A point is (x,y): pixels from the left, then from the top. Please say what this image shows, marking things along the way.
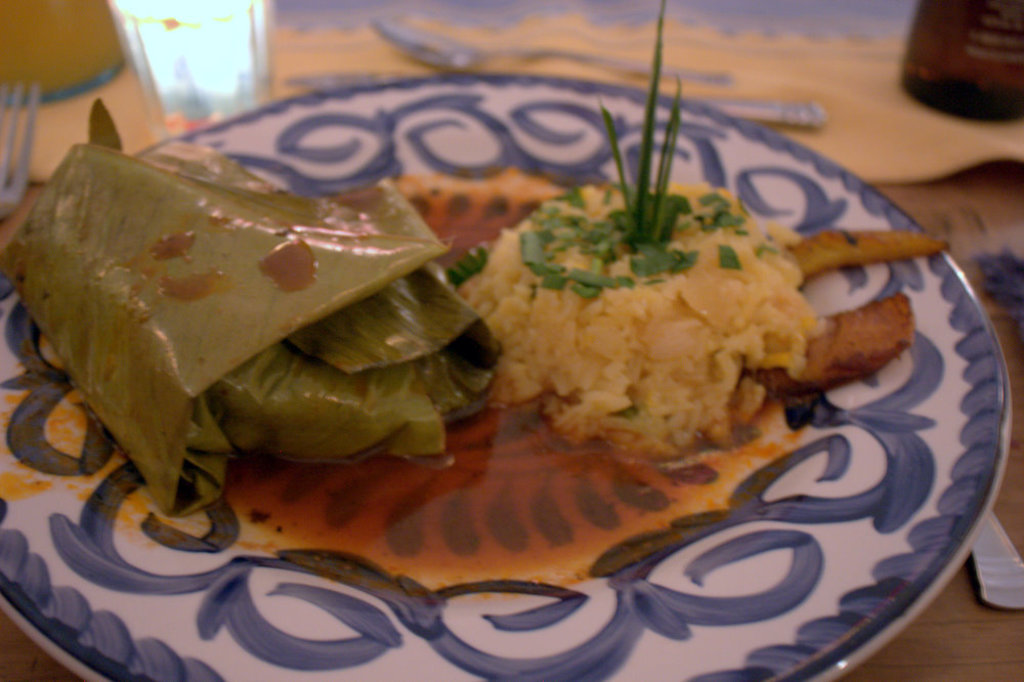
In this image there is a plate (699,563) in which there is some food (641,323). Behind the plate (682,570) there is a glass (214,46) and there are spoons (1000,539) around the plate (889,513).
